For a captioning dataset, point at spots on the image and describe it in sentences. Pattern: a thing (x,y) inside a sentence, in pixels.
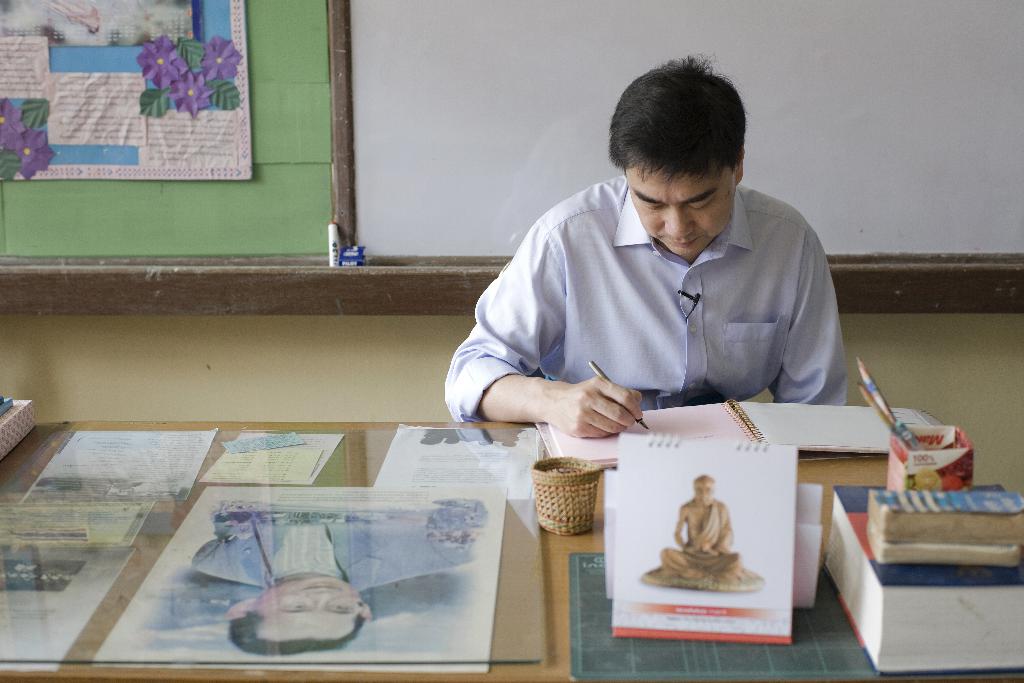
This image is taken indoors. In the background (309,351) there is a wall (360,333) with a board (423,208) on it. There is a chart (76,122) with a few images (106,21) and text (110,108) on the board (312,213). At the bottom of the image (592,641) there is a table (541,661) with a few books (905,588), a calendar (723,522), a pen holder (923,468), a few pens (898,430) and a few things (315,637) on it. In the middle of the image (674,306) a man (672,279) is sitting on the chair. He is holding a pen (638,422) in his hand (618,423) and writing in the book (756,417).
